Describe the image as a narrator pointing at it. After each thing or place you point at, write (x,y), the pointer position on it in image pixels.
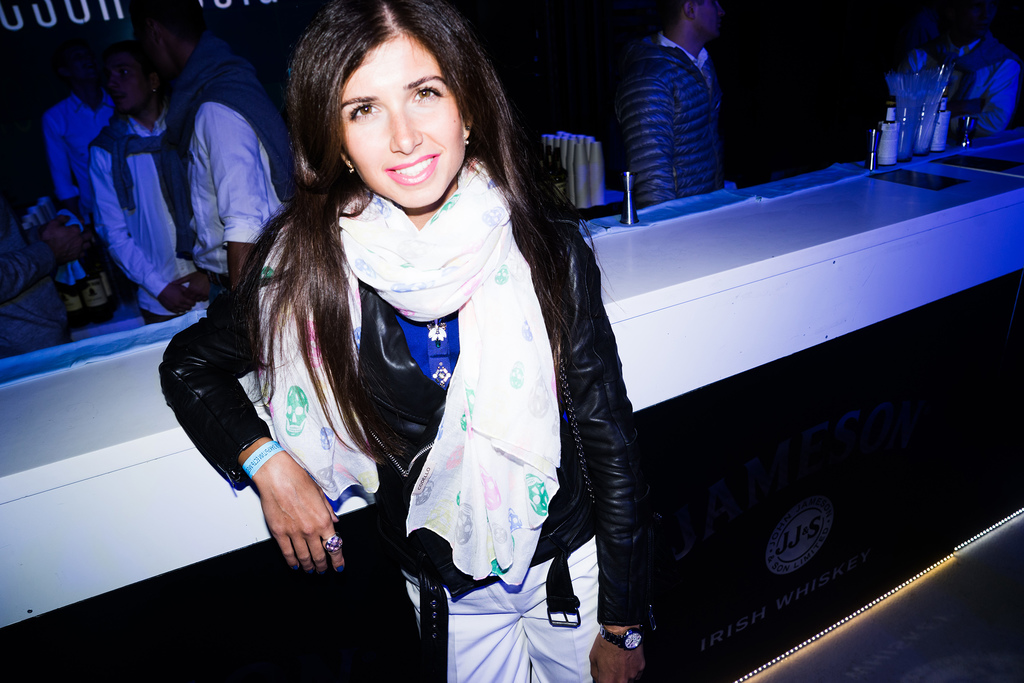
In this image in the foreground (375,427) there is a woman (541,382). There are many people (638,125) in the background (145,203). There is a counter table (869,191). There is a dark background (744,135).
